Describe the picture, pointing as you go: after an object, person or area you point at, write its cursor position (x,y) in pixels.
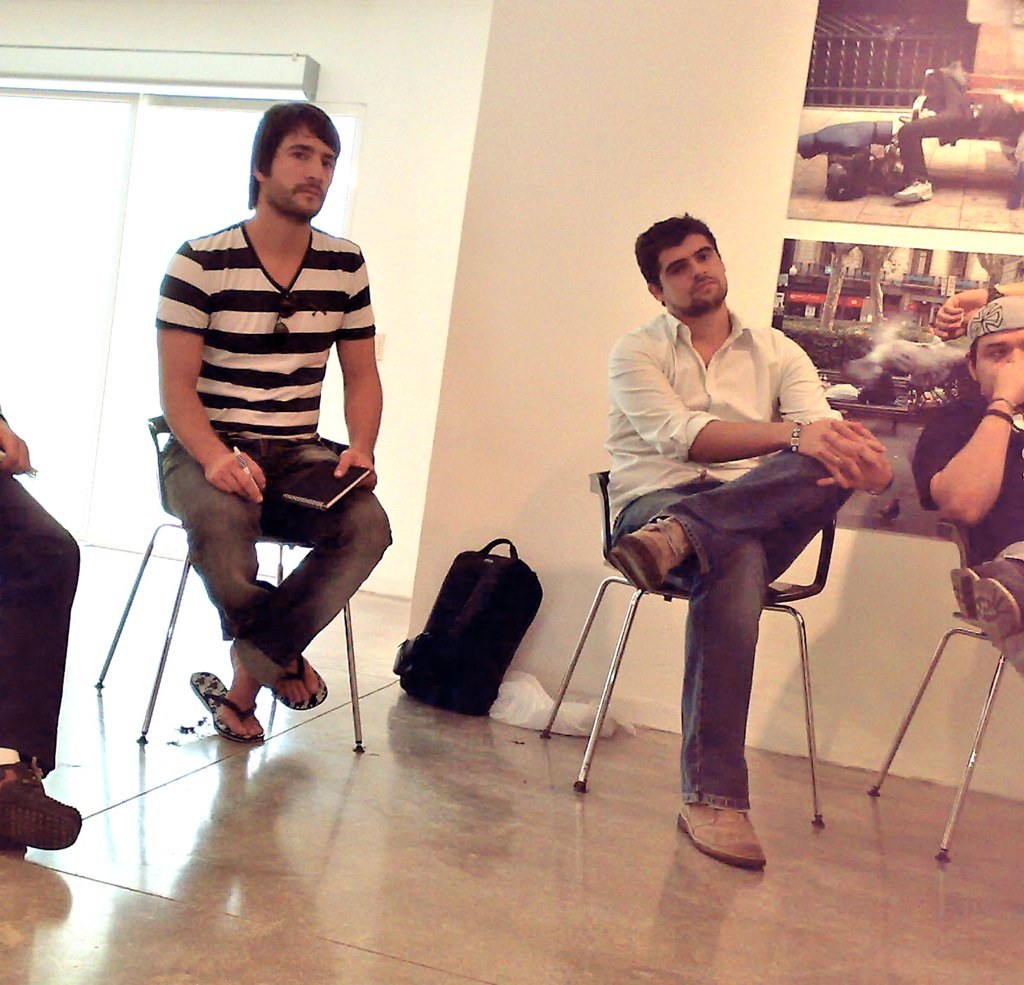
In this picture we can see four persons (681,365) sitting on chair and looking at some where and here person (282,467) holding book (309,484) in his hand (349,461) and in background (566,29) we can see posters (929,104) on wall (566,171), bag (494,577) on floor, window (221,146).
